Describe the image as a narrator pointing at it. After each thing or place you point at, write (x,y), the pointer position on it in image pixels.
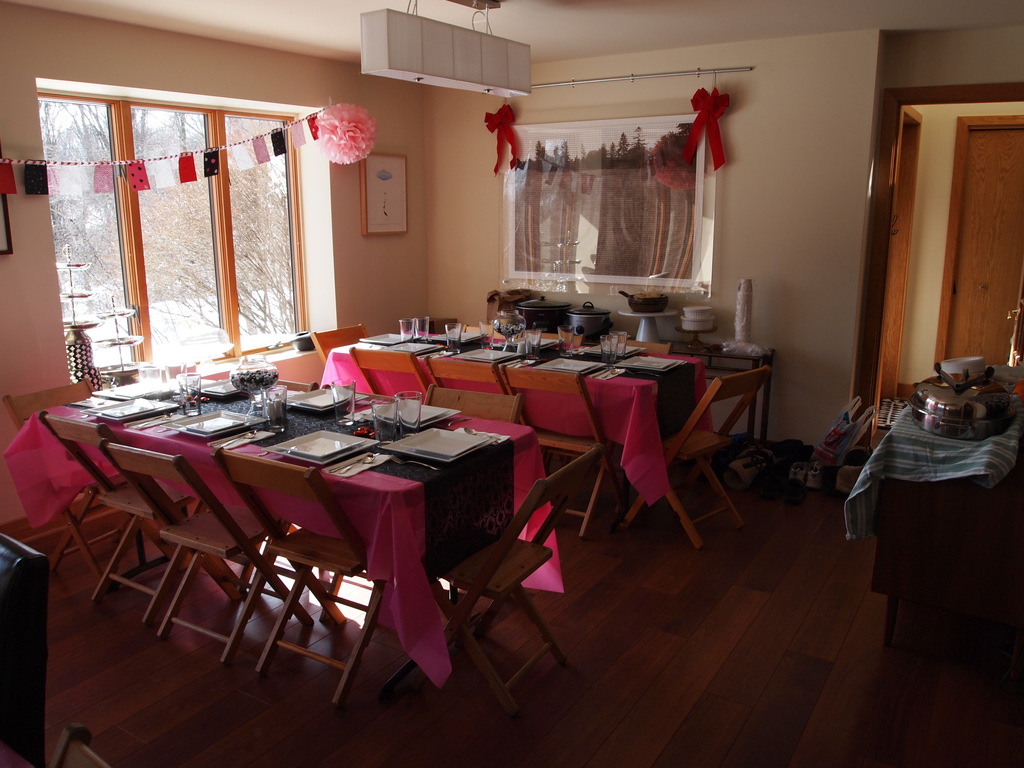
In this image I can see plates (358,443), glasses (389,427), bowls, utensils (602,317) on tables (573,408). In the background (964,251) I can see a wall (792,137), window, door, photo frame (525,224) and trees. This image is taken may be in a hall (772,516).
